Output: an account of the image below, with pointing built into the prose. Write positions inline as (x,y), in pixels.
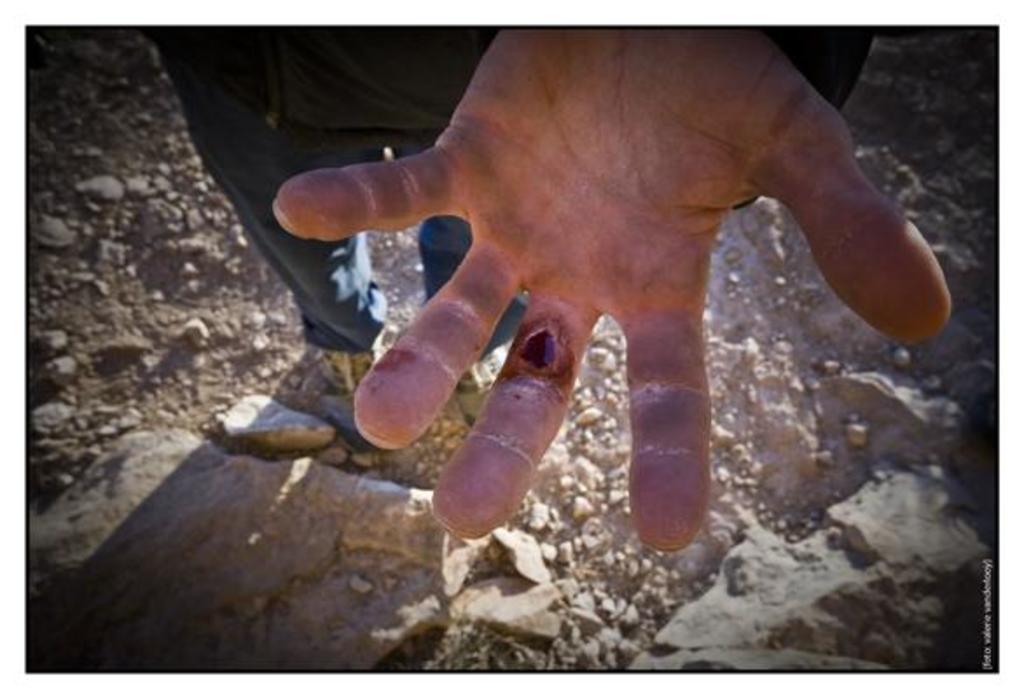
In this image, we can see some wound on the person's hand (482,437). We can see the ground (180,562) with some stones (934,475). We can also see some text (988,618) in the bottom right corner (988,618).
